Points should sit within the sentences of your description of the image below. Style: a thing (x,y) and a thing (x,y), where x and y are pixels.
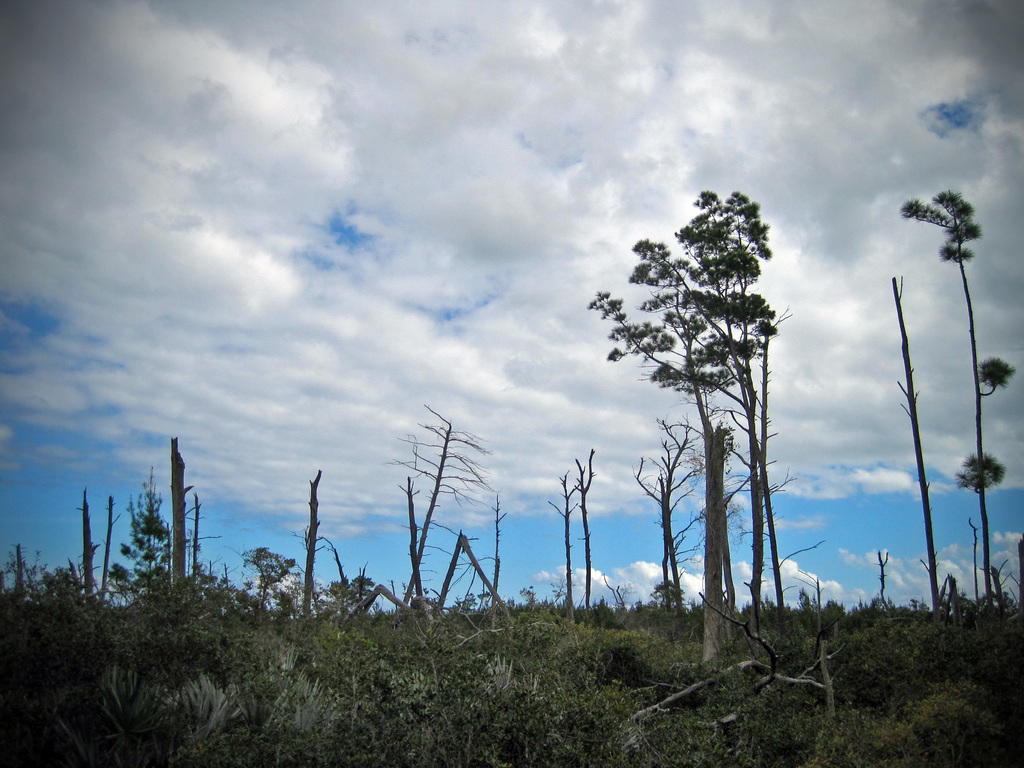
In this image there is a grass (502,672), Plants (207,617), Trees (713,295) and sticks (183,503). And at the top (486,197) there is a sky (617,249).
